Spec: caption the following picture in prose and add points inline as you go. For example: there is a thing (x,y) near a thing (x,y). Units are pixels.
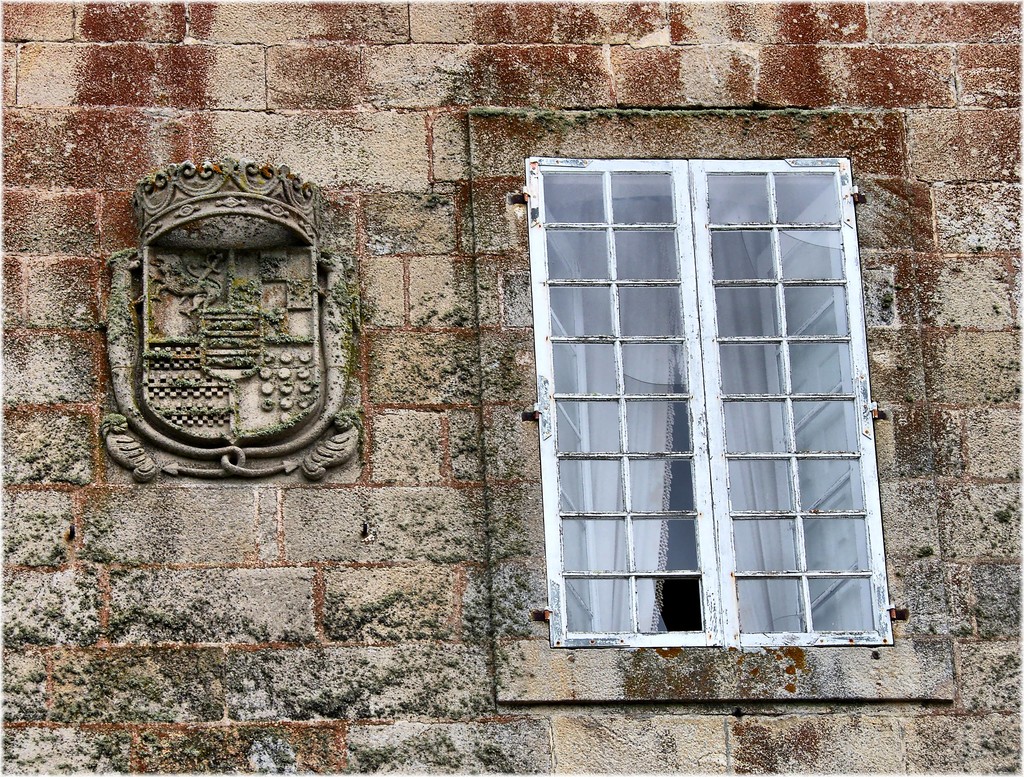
In this picture we can see a window (659,385), curtains (663,414) and a sculpture (289,175) on the wall (131,558).
